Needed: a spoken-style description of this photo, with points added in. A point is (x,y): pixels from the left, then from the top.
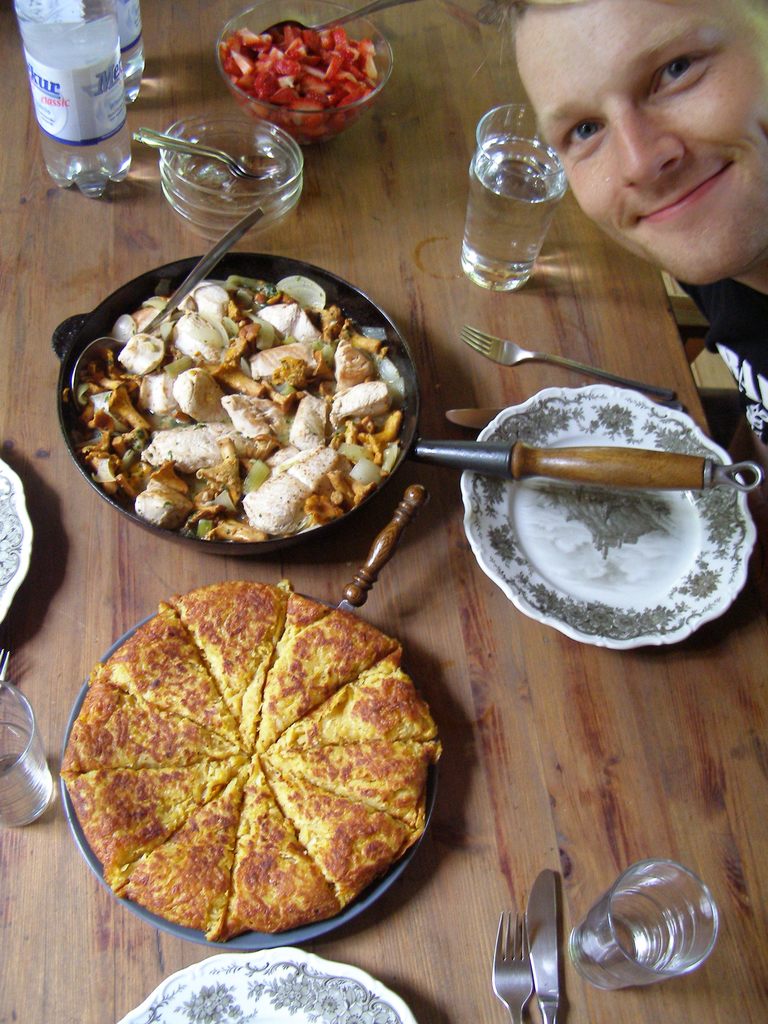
There is a man (680,223) standing on the right side of the image (676,187) and he is smiling. There are few food items (321,100) placed on the top of the table (24,650) in which there is a potato pancake (329,704). There are few plates (579,600) placed on the table (517,619), there is a fork (519,989) and a knife (547,980) and there are three glasses (641,952) on the table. There is a bowl (321,124) with fruits (322,110) and there are two water bottles (102,107) on the table (78,191).
